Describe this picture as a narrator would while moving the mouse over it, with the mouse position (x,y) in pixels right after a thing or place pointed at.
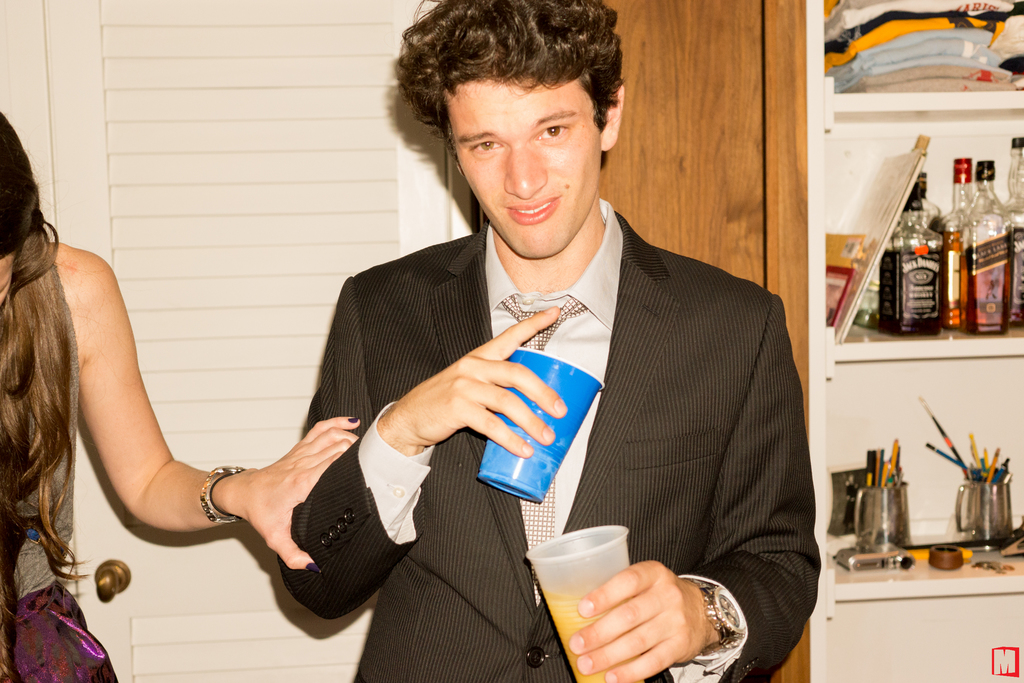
This is an inside view. Here I can see a man (407,328) standing, holding two glasses (547,477) in the hands (468,409), smiling and giving pose for the picture. On the left side (66,635) there is a woman (63,391) standing and holding this man's hand (299,515). On the right side (858,235) there is a rack (933,571) on which bottles (901,292), clothes (841,77), pens (877,477), bowls (870,496) and some other objects (878,555) are placed. At the back of these people (287,499) there is a door (231,252).
